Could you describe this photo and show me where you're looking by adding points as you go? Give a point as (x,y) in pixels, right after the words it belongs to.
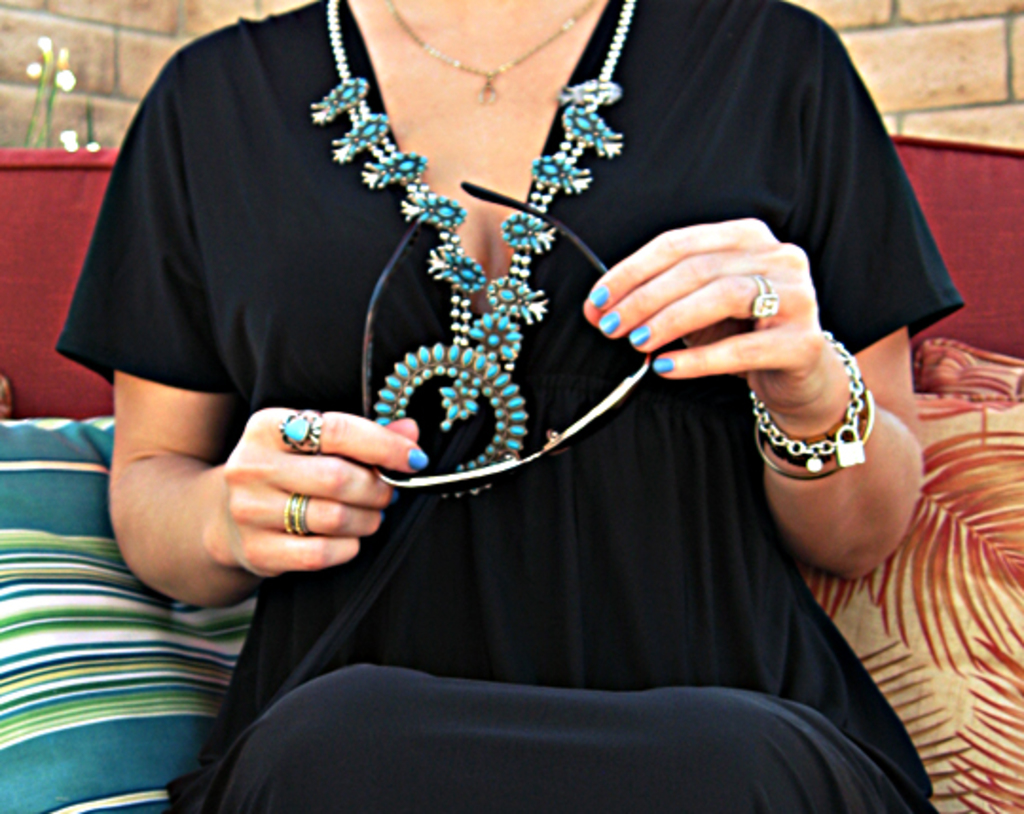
As we can see in the image in the front (308,405) there is a woman (524,403) wearing black color dress (795,117) and holding spectacles (615,412). The woman (573,393) is sitting on sofa (952,632). In the background (976,111) there is a brick wall (1010,106).
